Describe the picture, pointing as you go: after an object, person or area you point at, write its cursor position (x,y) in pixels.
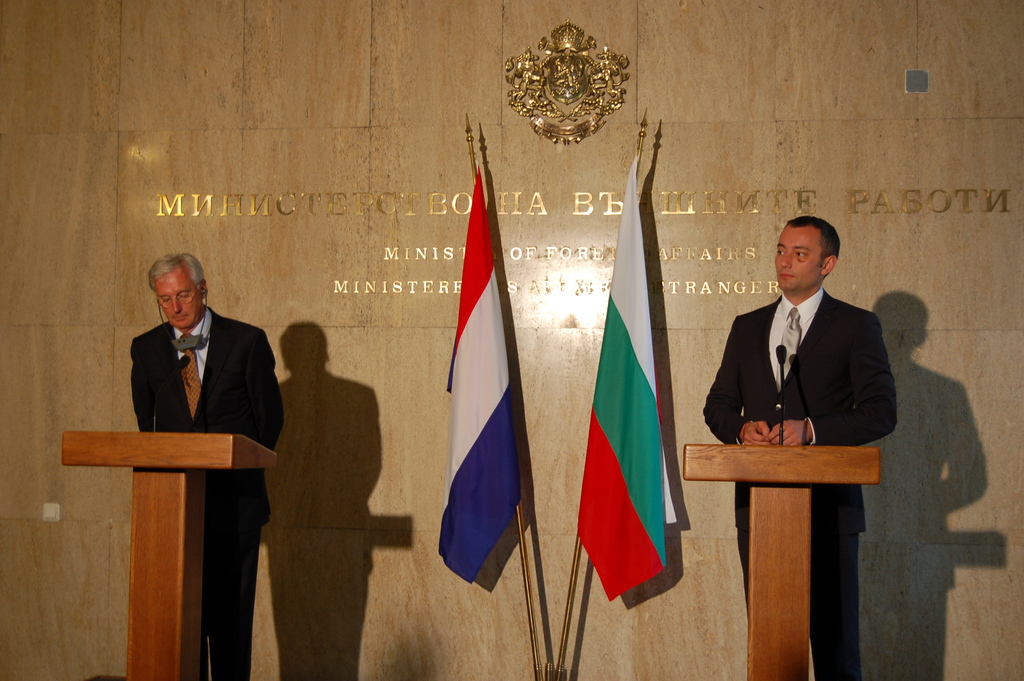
In this picture I can observe two persons (169,342) standing in front of the podiums (197,498) and wearing coats (249,421). There are mics (782,362) on the podiums (778,465). In the middle of the picture (459,405) I can observe two flags (641,336). In the background (560,555) there is a wall (338,174) on which I can observe some text (435,251).
